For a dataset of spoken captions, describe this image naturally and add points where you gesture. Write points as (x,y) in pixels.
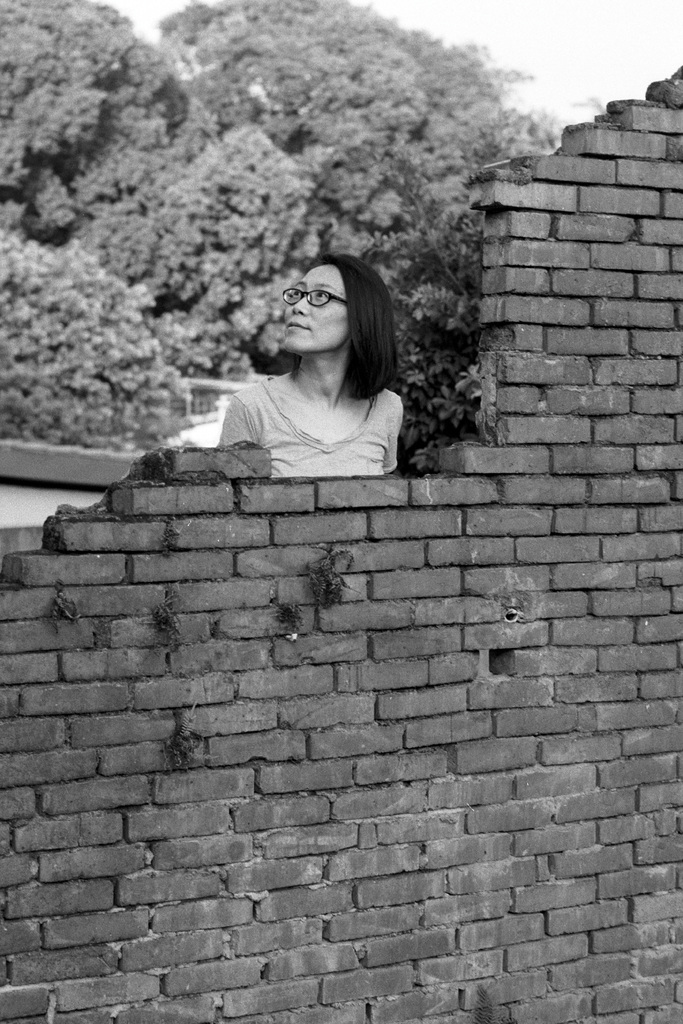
In this picture I can see the wall (392,721) and a woman (372,396) in the middle (372,386), in the background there are trees (424,264), this image is in black and white color.
